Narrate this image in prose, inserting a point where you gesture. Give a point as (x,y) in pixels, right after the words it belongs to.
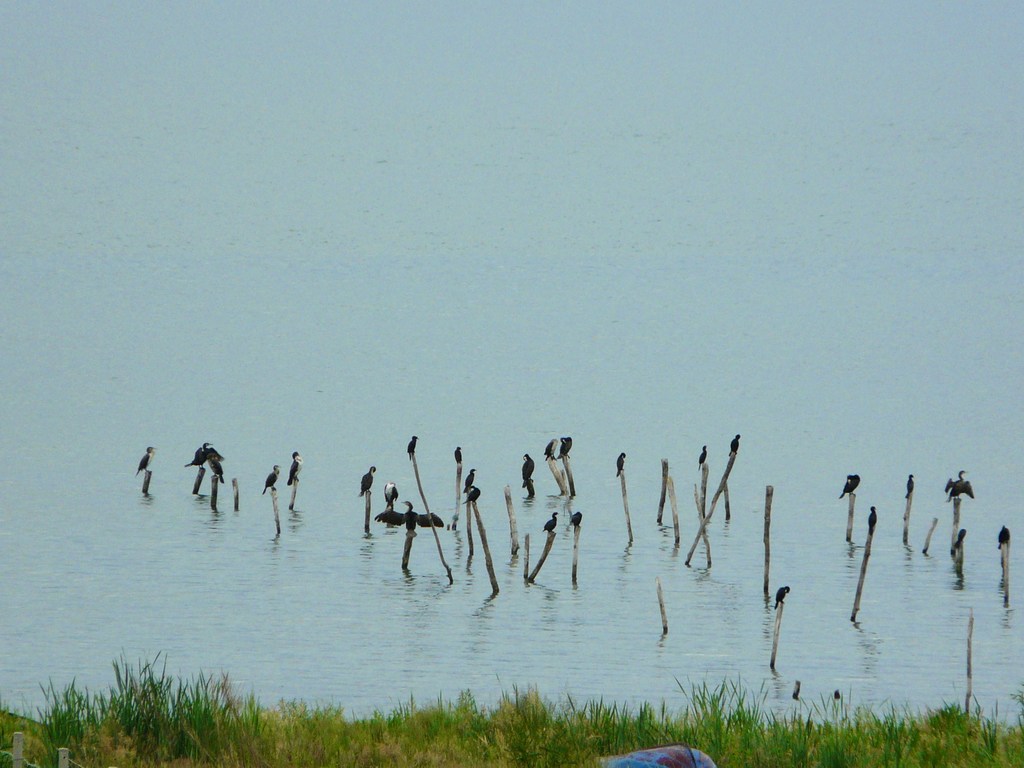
In the image there are many birds (442,523) standing on sticks (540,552) on the river (367,379), in front (59,735) there is a grass land (628,734).
